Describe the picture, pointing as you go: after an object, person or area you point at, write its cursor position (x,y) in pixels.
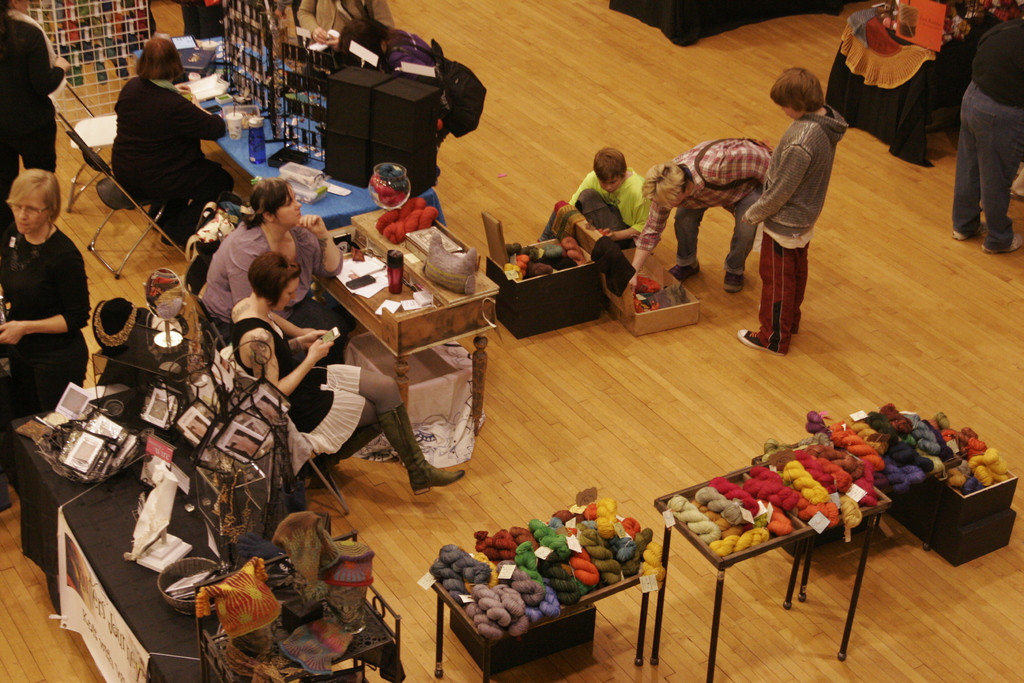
In this picture there are a group of people (336,367) sitting they have some tables (349,299) in front of them, there is jewelry (270,50) kept here and some clothes (718,542) and here there are some photo frames (107,430) available and floor (817,365) is of wooden type.
